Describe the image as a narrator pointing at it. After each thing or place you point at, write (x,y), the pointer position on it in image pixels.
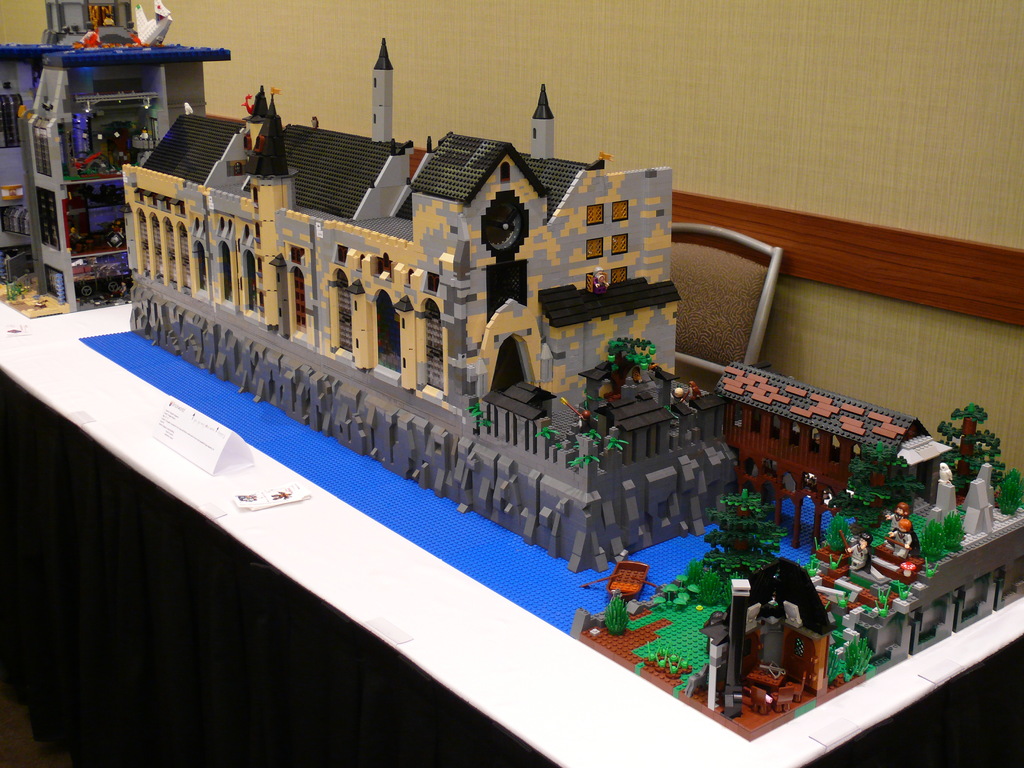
In this picture I can see few miniatures (606,409) on the table (459,733) and I can see a small name board (177,432) with some text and I can see a chair (721,275) and a wall (512,37) in the back (433,44).
